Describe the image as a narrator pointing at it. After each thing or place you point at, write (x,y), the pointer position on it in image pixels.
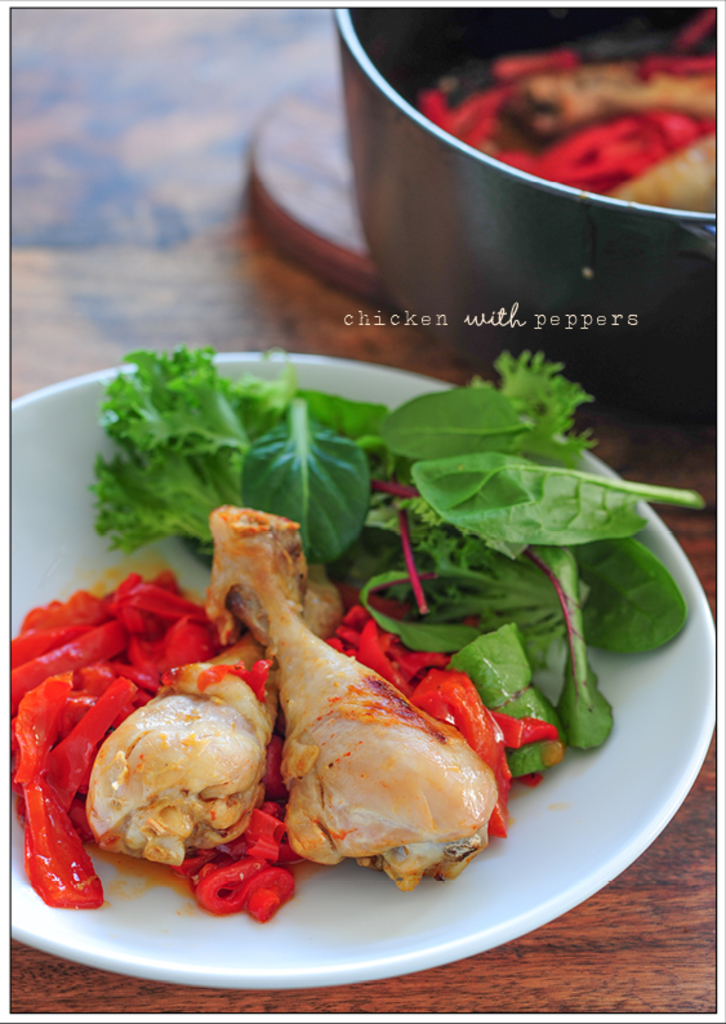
There is a food item (228,528) kept in a white color plate (65,510) as we can see at the bottom of this image (324,736). We can see a pan (433,213) at the top of this image (456,138). We can see a wooden surface (648,470) in the background (312,276).
